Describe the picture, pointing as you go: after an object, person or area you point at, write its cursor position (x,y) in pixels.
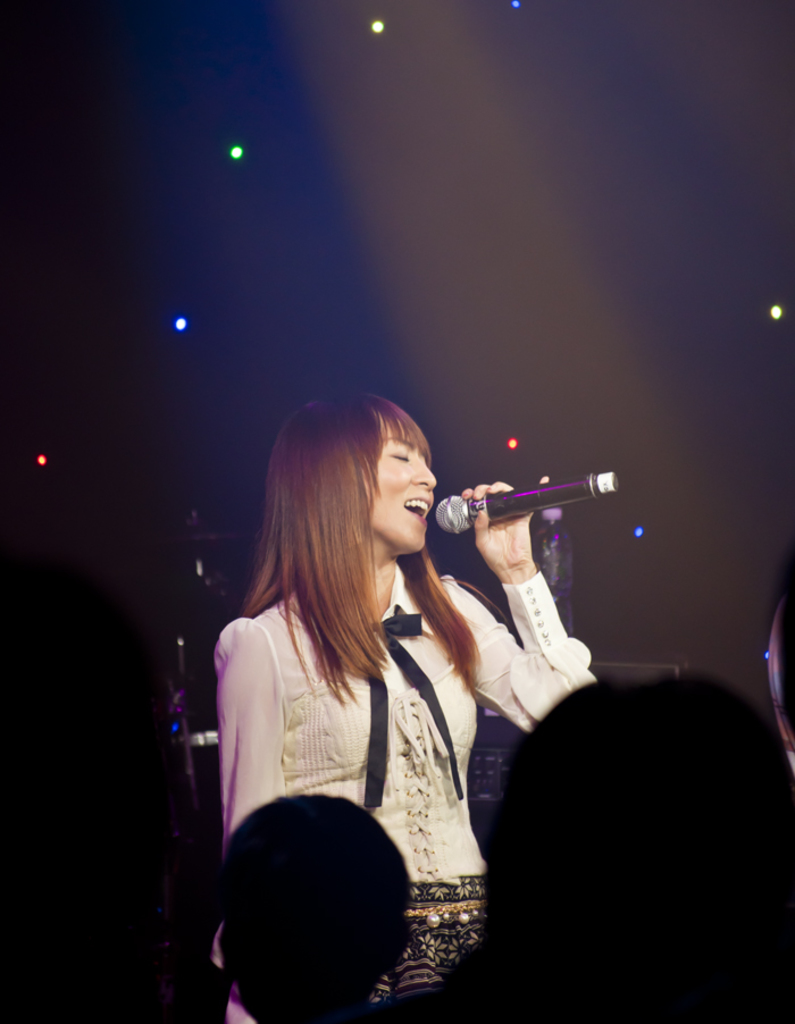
In this image, In the middle (361,664) there is a girl (343,661) she is standing and she is holding a microphone (531,507) which is in black color and she is singing in the microphone (474,508).
